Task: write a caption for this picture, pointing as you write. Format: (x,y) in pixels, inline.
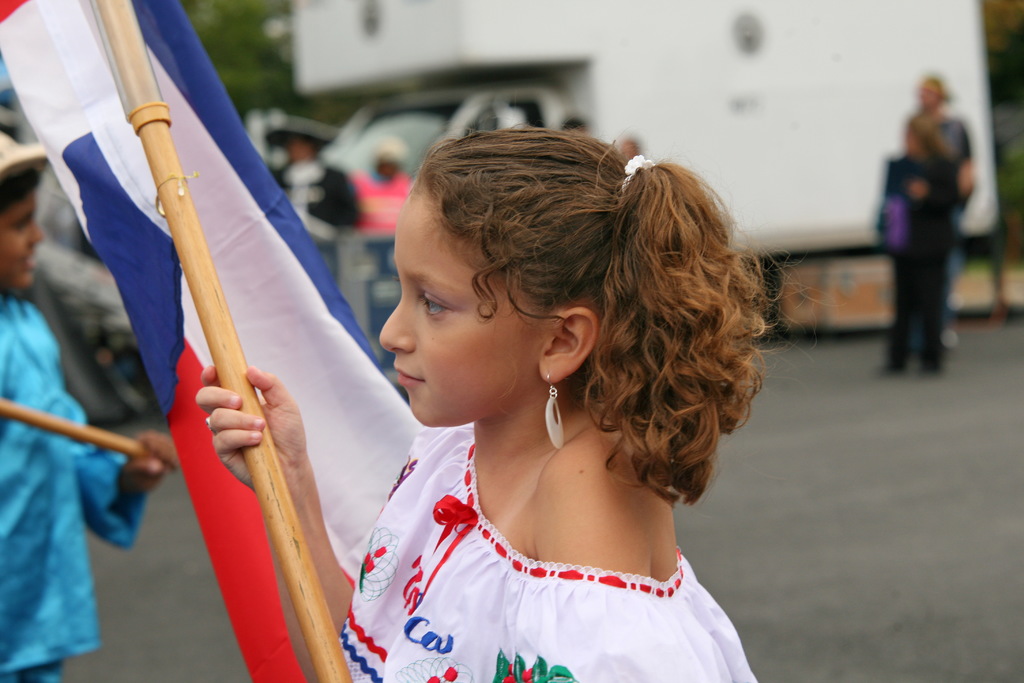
In this image there is a girl (395,561) standing. She is holding a stick (132,82). There is a flag (130,137) to the stick (154,170). Behind her there are a few people (57,376) standing on the road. Behind them there is a truck (689,63) on the road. In the background (227,8) there are trees (998,173). The background (1006,192) is blurry.
